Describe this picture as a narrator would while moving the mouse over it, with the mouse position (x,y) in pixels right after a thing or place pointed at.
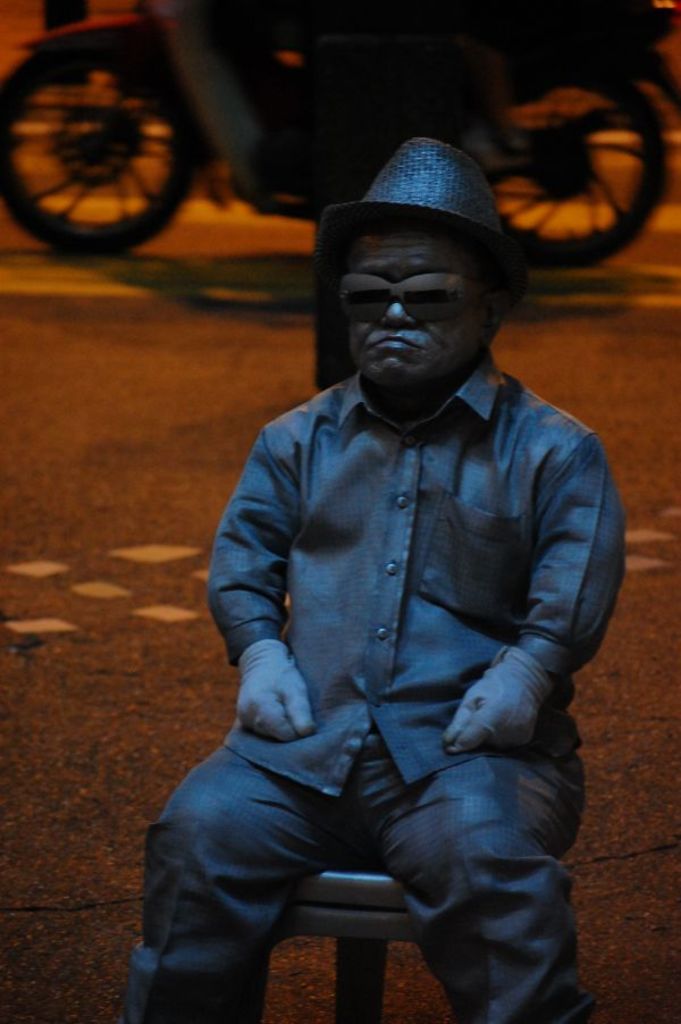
In the image there is a statue of a midget (341,691) sitting on chair (360,913) and behind there is a motorcycle (158,130) going on the road (213,383).
